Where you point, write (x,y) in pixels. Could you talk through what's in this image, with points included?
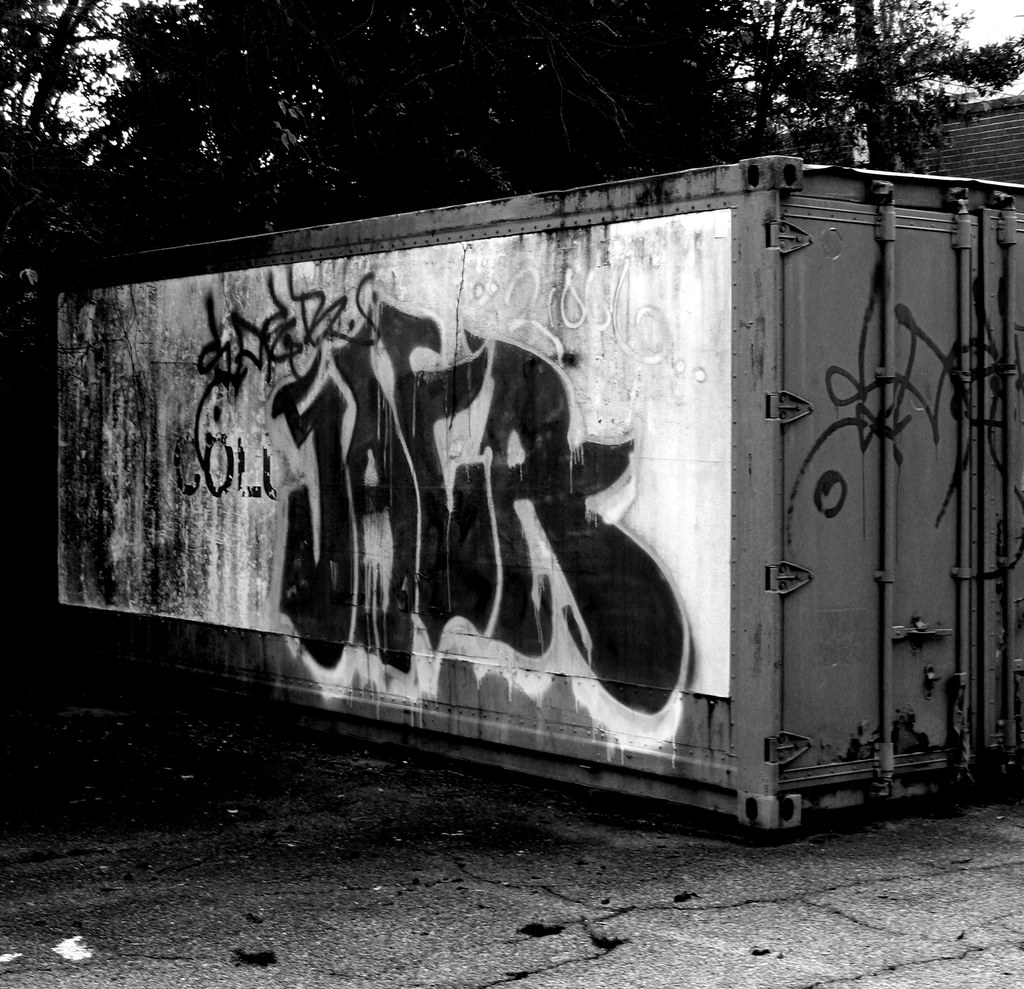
In this picture there is a container (520,464) in the image and there are trees (562,150) at the top side of the image (506,168).
